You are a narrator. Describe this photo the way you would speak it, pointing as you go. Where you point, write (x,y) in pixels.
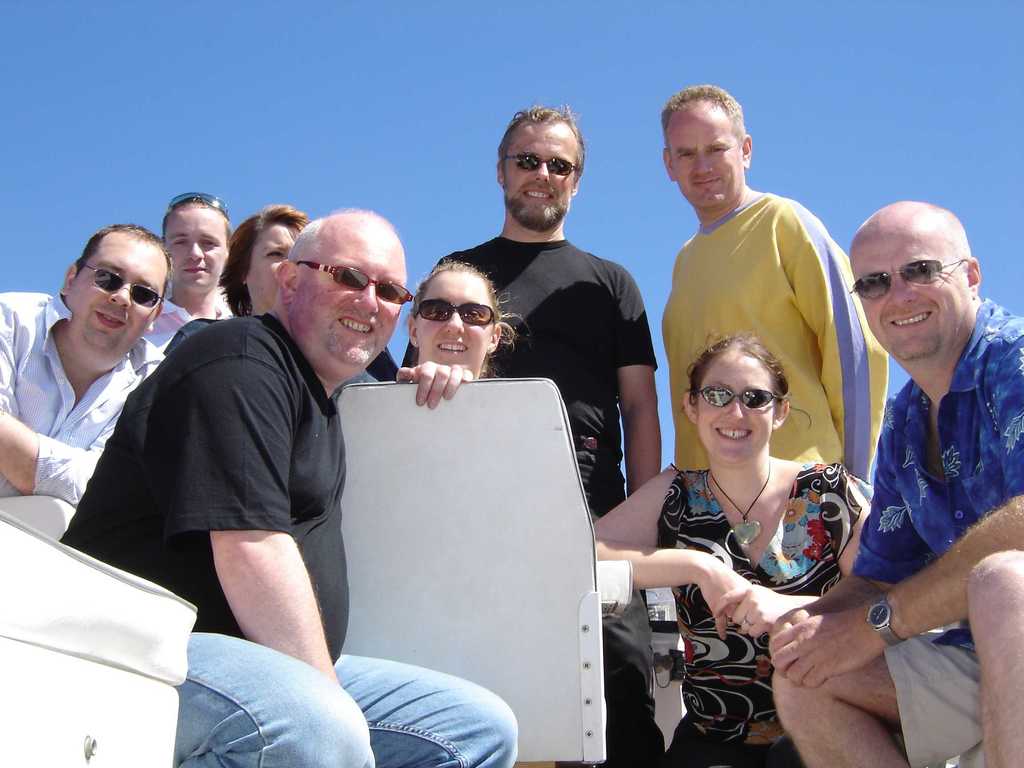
In this image, we can see a group of people (926,677). Few people (973,677) are smiling. At the bottom of the image (13,707), we can see few objects (531,656). Background (311,83) there is the sky (426,101). In this image, we can see few people (63,447) are wearing goggles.
